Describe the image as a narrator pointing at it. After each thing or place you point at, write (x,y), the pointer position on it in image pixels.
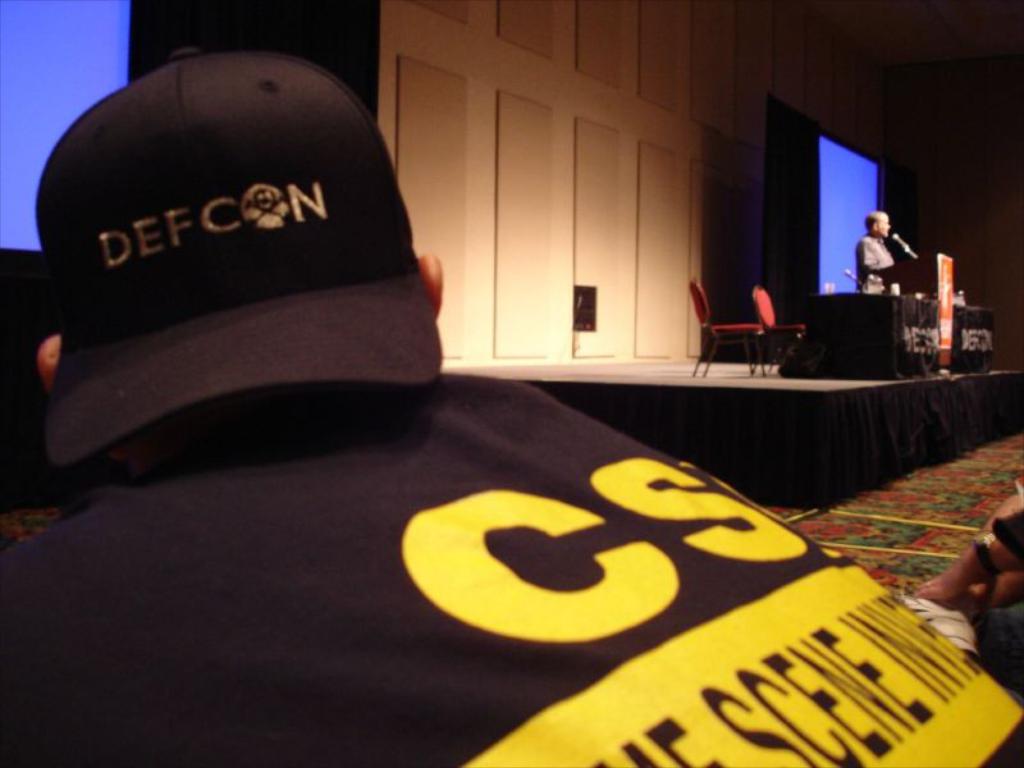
In this image on the foreground (443,523) a person (452,527) is there wearing cap (237,189). On the wall (891,137) there are screen (835,175). On the stage (756,375) there are chairs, table (876,297). On the table (882,297) there are glasses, bottles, mics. A person (884,260) is standing on the stage (966,433). On the floor (862,497) there is carpet (930,473). In the foreground (998,602) there are few other people (998,602).
